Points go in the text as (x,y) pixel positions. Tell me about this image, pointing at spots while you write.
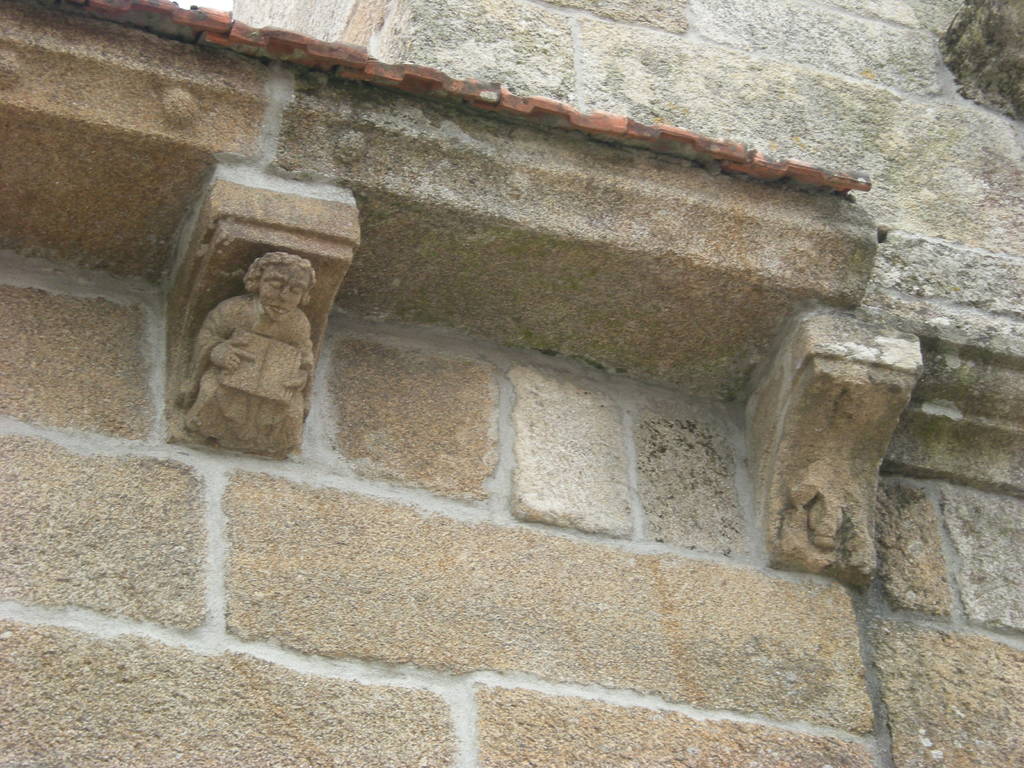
In this image we can see a wall (627,184) and some sculptures (232,398) on it.
